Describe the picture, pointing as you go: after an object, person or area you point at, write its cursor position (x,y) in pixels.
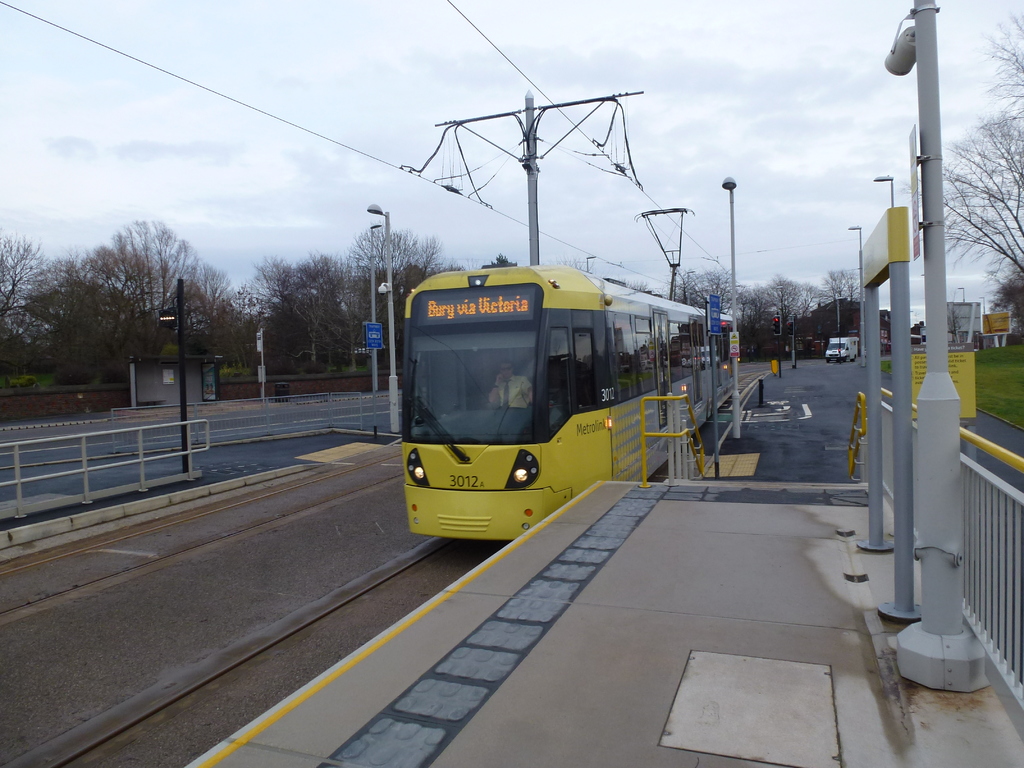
In this image in the center (577,342) there is one vehicle (599,362), and on the right side (876,411) there are some poles (953,506), railing (973,533) and pavement (559,638). On the left side (318,357) also there is a railing (38,498), poles (372,348) and some trees (363,273). At the bottom (136,631) there is road (337,541), and in the background (974,186) there are some trees (974,186). At the top of the image (591,78) there is sky (556,161).
